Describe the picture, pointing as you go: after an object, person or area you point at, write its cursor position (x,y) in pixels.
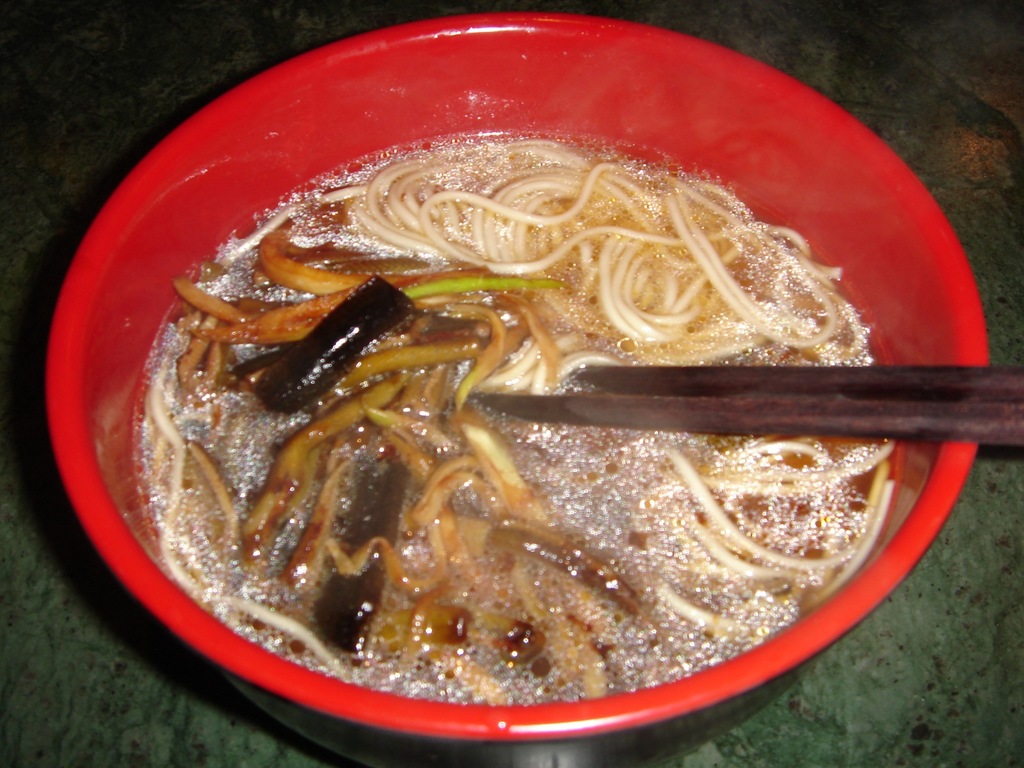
In this image there is a bowl (299,170). There is soup (387,471) in the bowl (435,375). There is the spaghetti (614,233) in the bowl (907,363). There are chopsticks (825,377) in the bowl (825,377).
